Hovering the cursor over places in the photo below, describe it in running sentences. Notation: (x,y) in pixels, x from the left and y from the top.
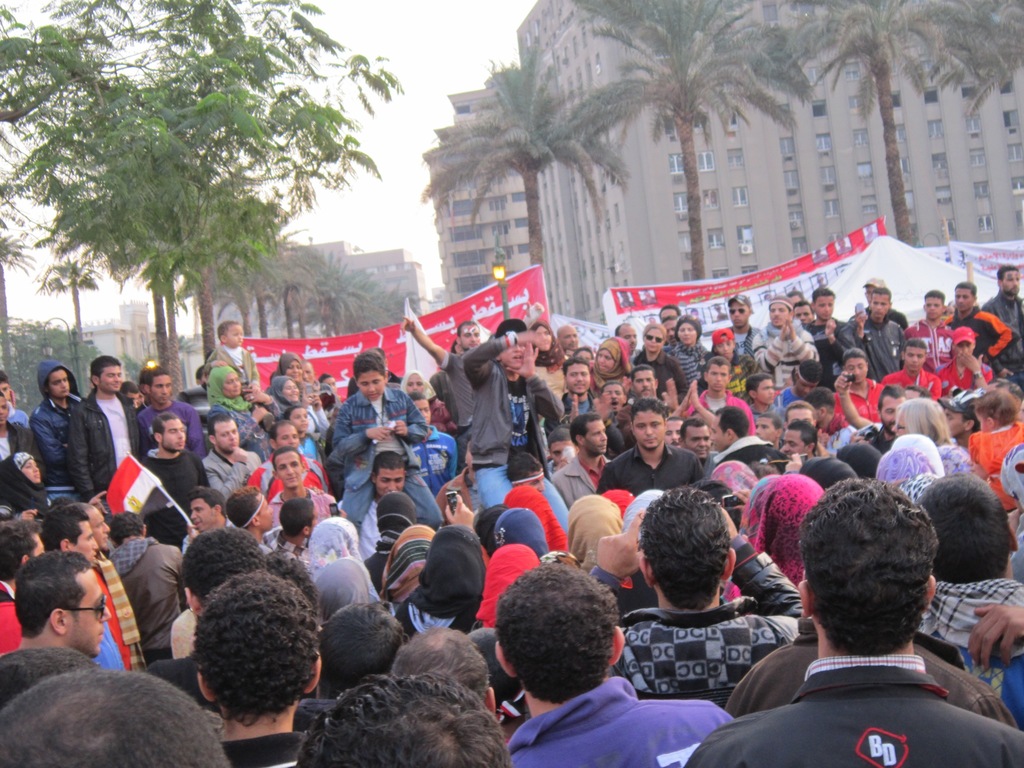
In this image at the bottom (562,602) there are a group of people (682,635) who are standing, and also there are some posters (617,304) some of them are holding mobile phones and flags (134,496). And in the background (160,272) there are some trees (11,341), buildings (491,201), pole (506,292) and at the top of the image (410,173) there is sky (397,154).
